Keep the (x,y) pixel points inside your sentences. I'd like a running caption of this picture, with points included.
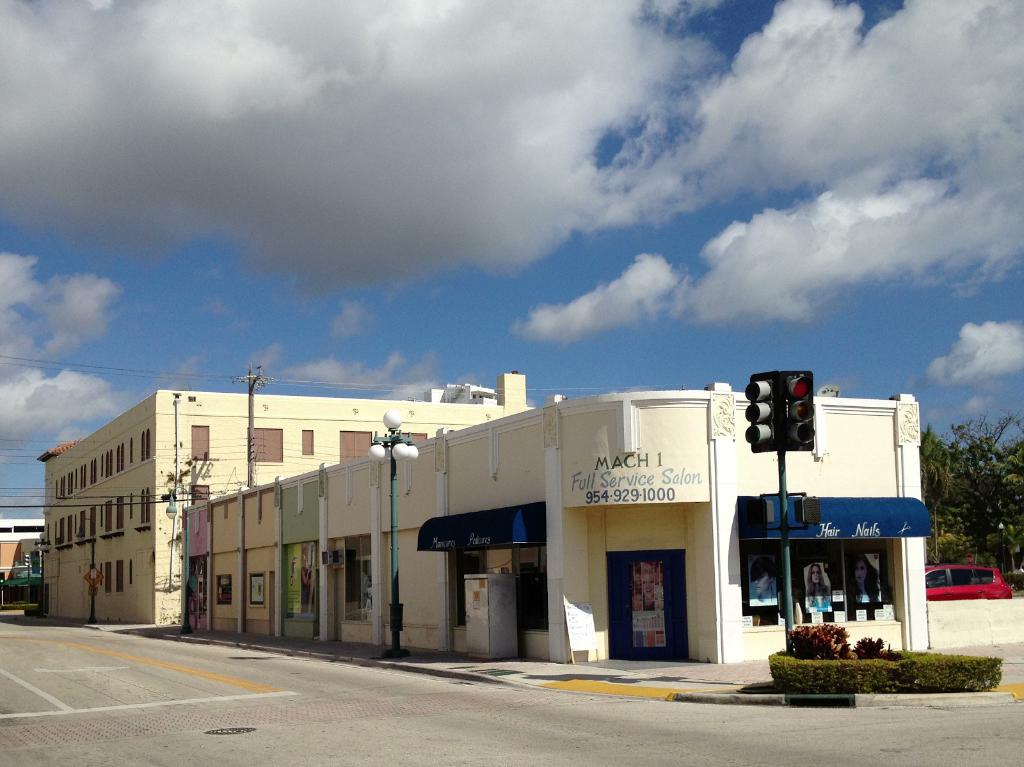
In this image we can see buildings (601,612), road (125,753), poles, boards (94,588), traffic signals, lights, plants (926,669), posters (301,610), wires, vehicle (946,598), and trees (933,469). In the background (613,275) there is sky (520,273) with clouds (599,308).
